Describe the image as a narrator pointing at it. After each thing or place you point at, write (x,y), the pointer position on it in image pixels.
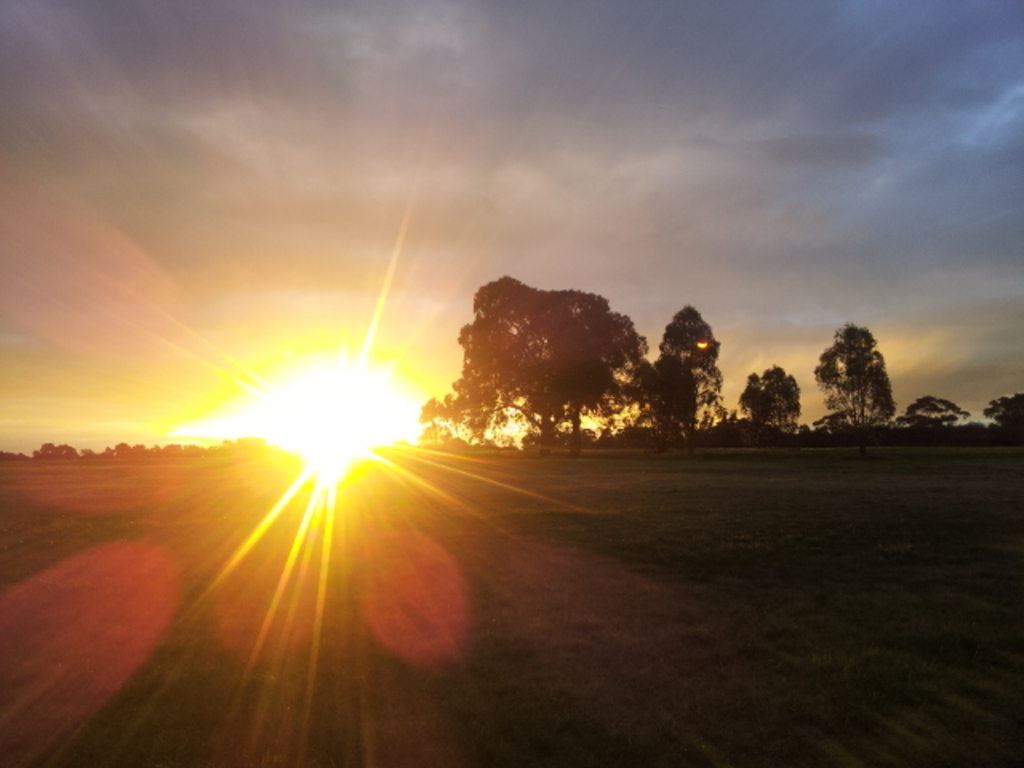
In this image, we can see the sun (325,411) rising in the sky (307,220). There are some trees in the middle of the image (500,308).
